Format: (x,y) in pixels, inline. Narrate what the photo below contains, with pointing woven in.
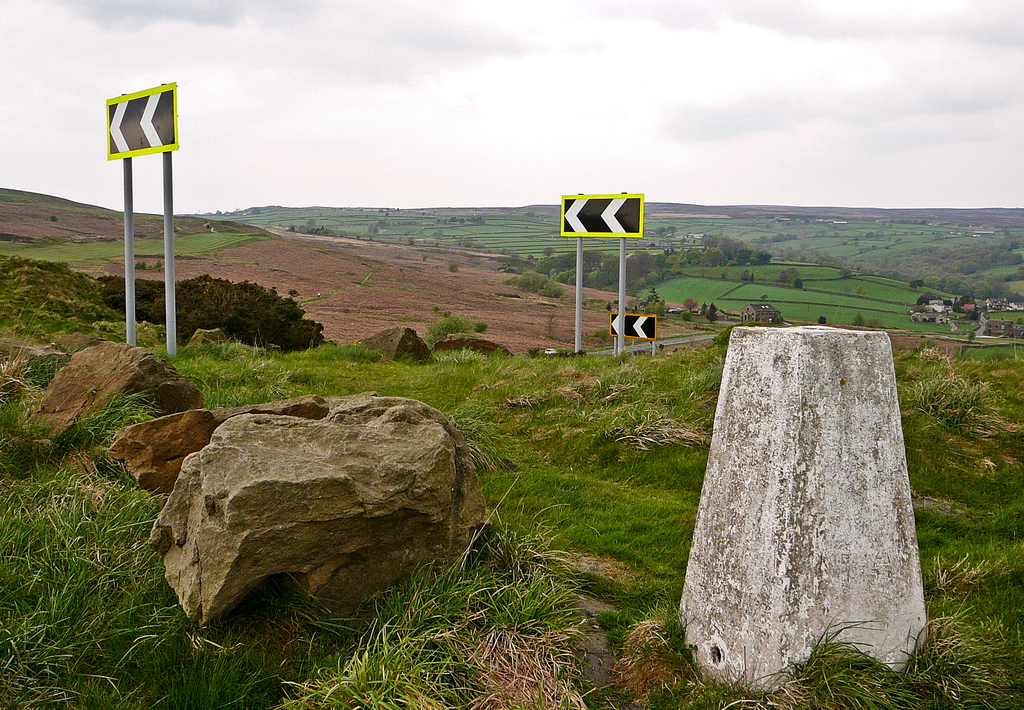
In the picture we can see a grass surface (38,541) on it, we can see stones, rocks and some boards (600,221) and arrows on it and behind it, we can see a land surface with some plants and behind it, we can see crops (497,236) and trees (645,280) behind it and in the background (529,120) we can see a hill (1016,216) and sky (624,150) with clouds (620,172).
